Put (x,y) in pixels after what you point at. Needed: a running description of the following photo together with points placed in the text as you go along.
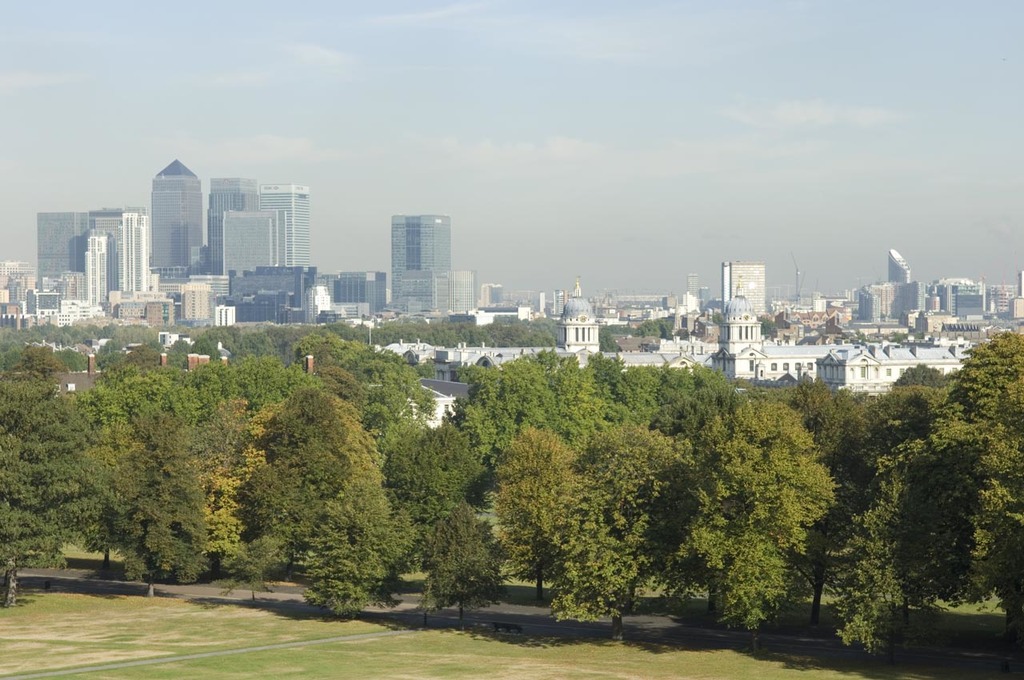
In this image in the front (497,645) there's grass (470,632) on the ground (514,588). In the center (365,437) there are trees (373,449). In the background (732,349) there are buildings (858,375) and the sky (547,114) is cloudy.
